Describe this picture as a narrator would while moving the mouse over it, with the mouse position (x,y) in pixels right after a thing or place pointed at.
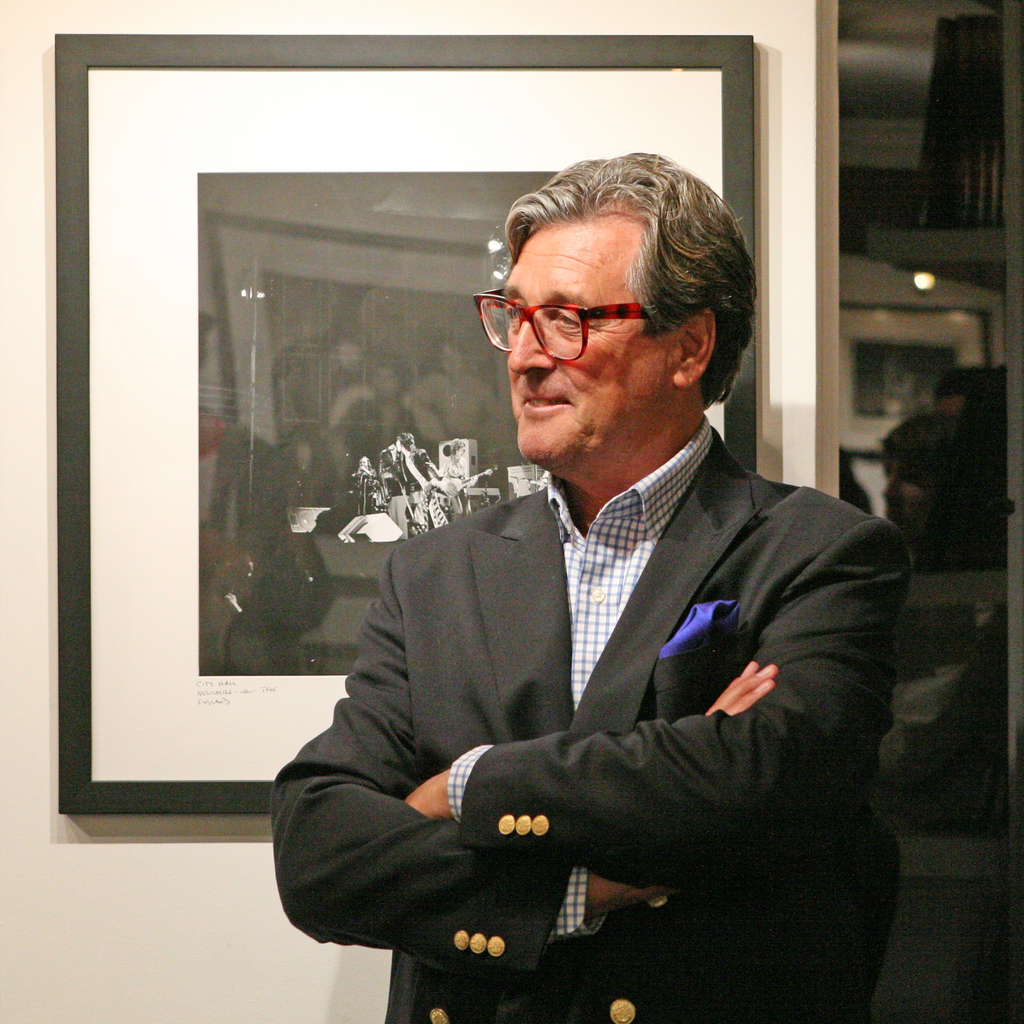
In the foreground (619,520) I can see a person (635,851) is standing on the floor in suit (685,931) and a photo frame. In the background (970,499) I can see a group of people (940,555), lights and rooftop (898,22). This image is taken may be in a hall (237,974).
